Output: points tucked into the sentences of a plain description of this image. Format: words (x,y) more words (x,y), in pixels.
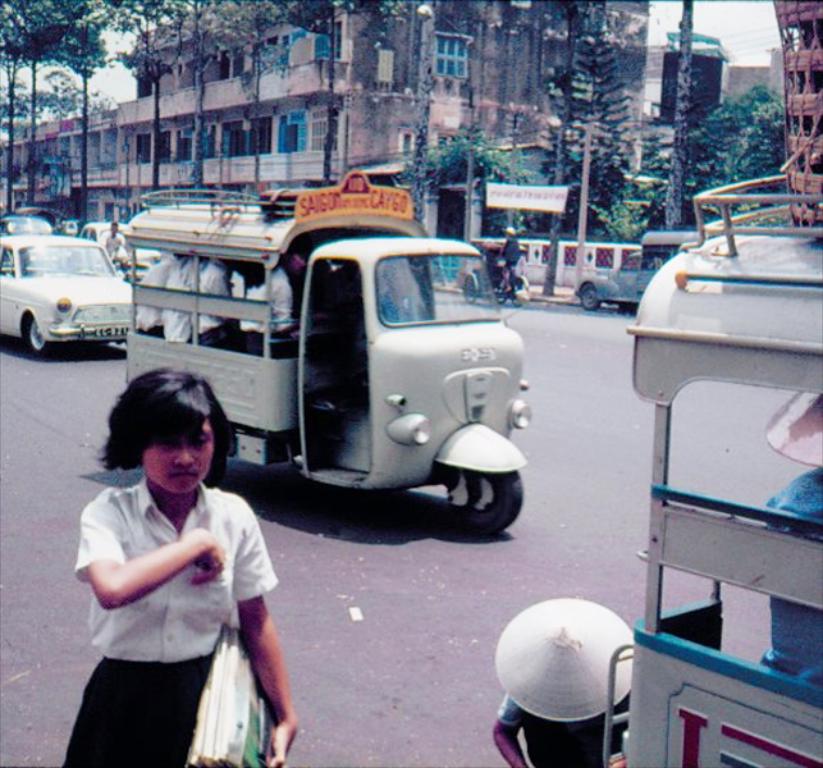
As we can see in the image there are cars (60,300), motorcycles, few people (172,267), buildings (377,112), banner (523,191) and trees (617,93). At the top (718,14) there is sky (719,28). The girl (176,569) walking in the front (180,668) is wearing white color shirt (160,609) and holding books (205,748).
